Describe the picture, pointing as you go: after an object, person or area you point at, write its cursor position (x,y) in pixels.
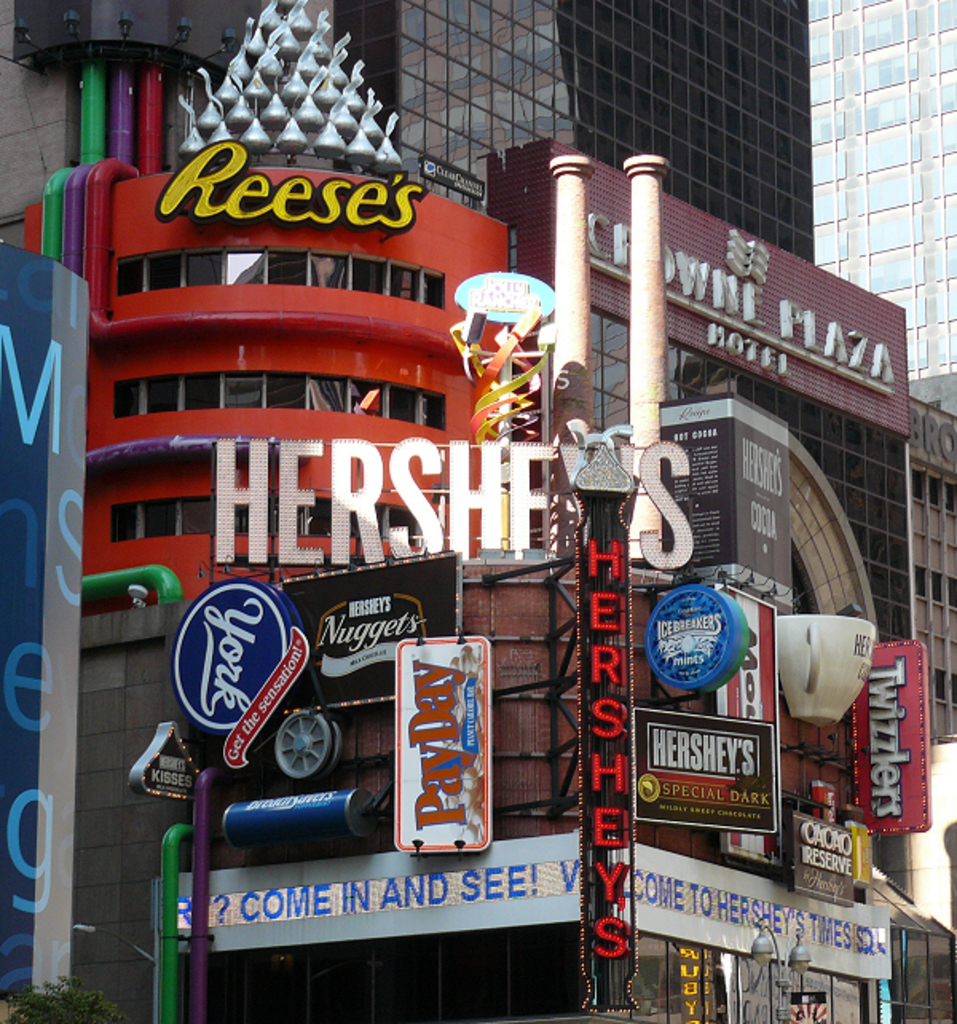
In this image, I can see the buildings (467,74) with the glass doors (718,205). These are the name boards (306,608), which are attached to the buildings (695,157).
